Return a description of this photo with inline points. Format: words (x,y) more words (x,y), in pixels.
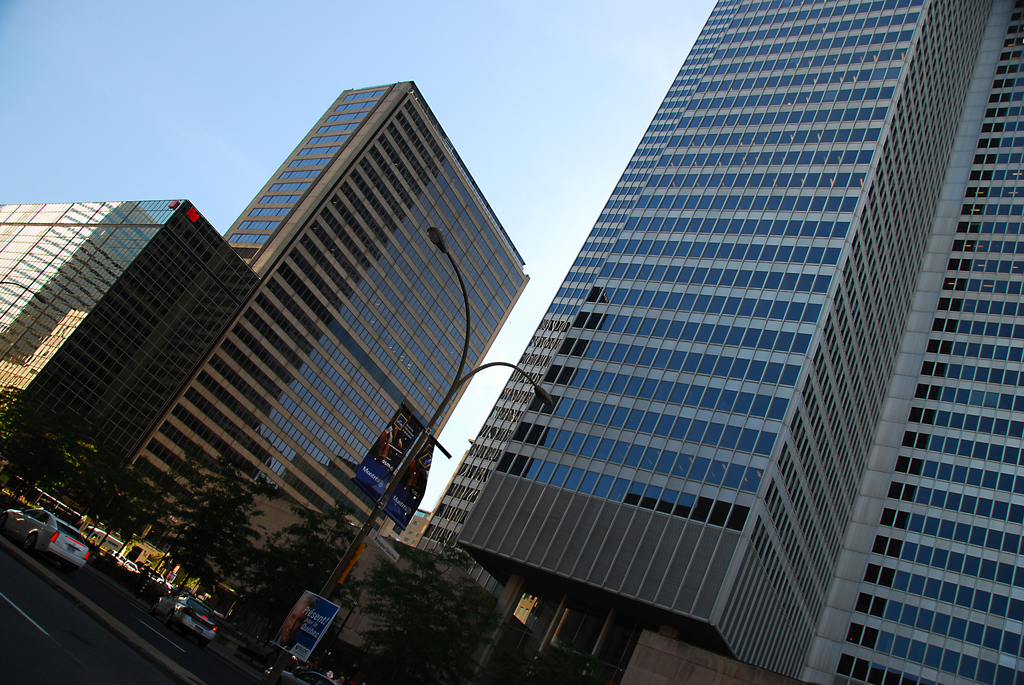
In this picture I can see the roads (35,599) in front (31,583), on which there are few cars (56,524) and I can see a light pole (464,364), on which there are 2 boards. In the background (293,542) I can see the trees (31,438) and few buildings (457,350) and I can also see the clear sky (454,122).
